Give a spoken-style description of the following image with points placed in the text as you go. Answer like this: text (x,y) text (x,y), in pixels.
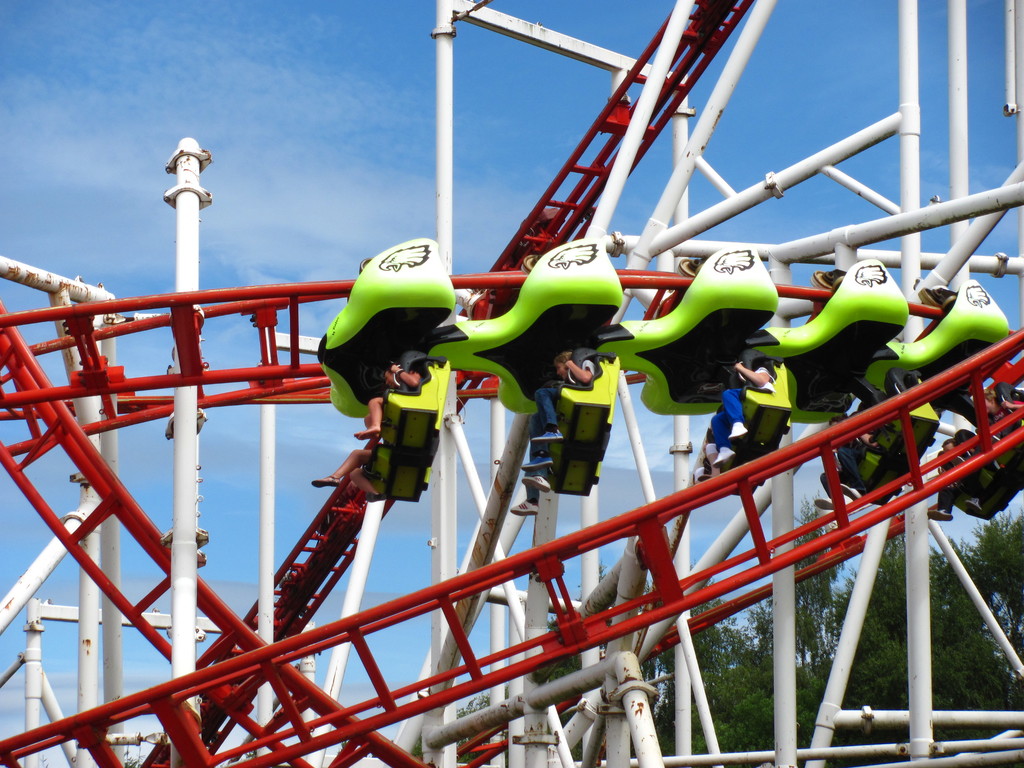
In this picture we can see a few people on a roller coaster ride (953,262). There are some trees (1003,557) on the right side (804,760). Sky (66,178) is blue in color.
